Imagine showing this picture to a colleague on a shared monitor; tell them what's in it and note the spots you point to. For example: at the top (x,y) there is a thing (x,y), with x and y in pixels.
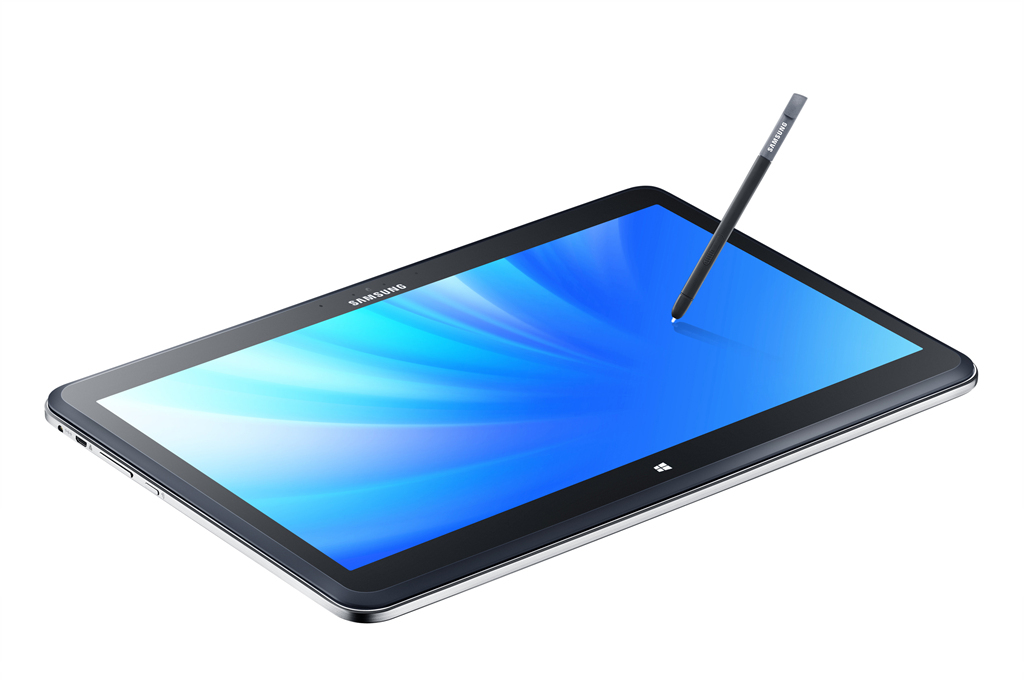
In this picture I can see there is a tablet (282,484) and it has few buttons (131,476) and there is a pen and there is a white backdrop (274,238).
